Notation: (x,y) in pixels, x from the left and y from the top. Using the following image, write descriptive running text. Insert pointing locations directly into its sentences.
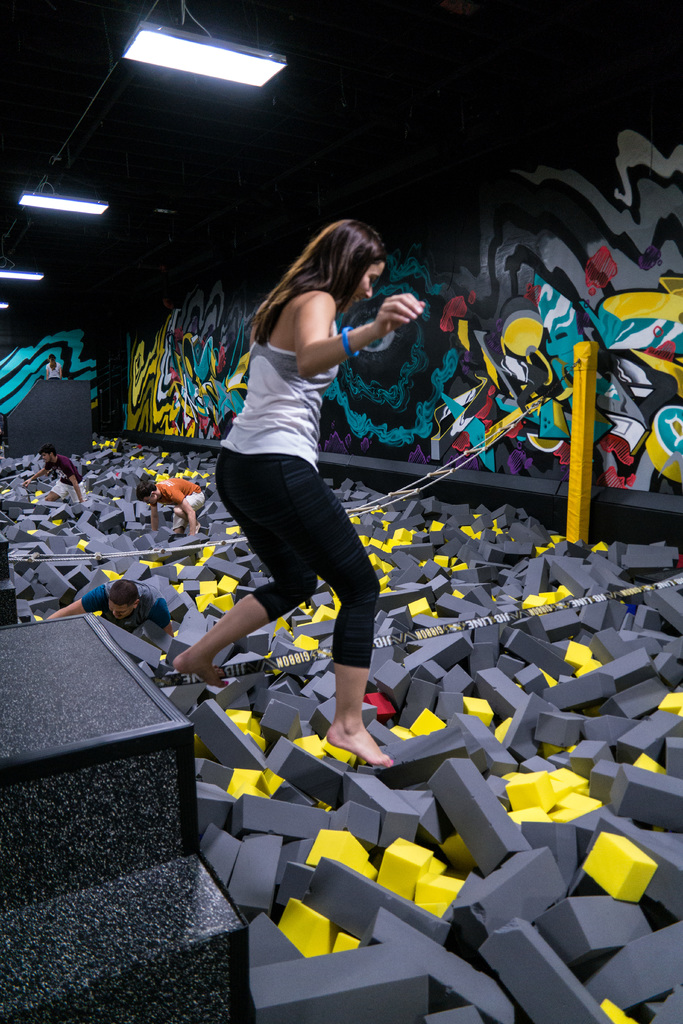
In this image we can see sponge pieces (394,765), stairs (131,855), woman (274,547), children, yellow color pole (591,451) and wall (571,207). There are lights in the top left of the image (170,60).
